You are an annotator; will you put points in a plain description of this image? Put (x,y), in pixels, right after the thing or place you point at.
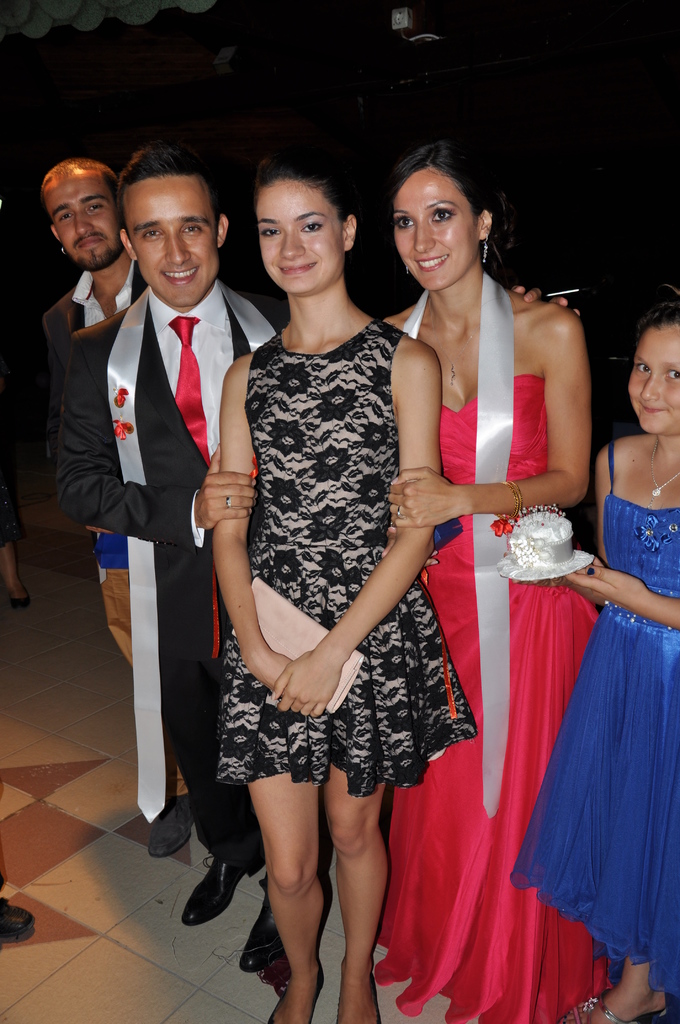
This image contains two women (442,471), a girl (630,876) and two men (128,412) are standing on the floor (132,834). Left side (2,540) there are few persons (18,597). A woman (253,636) wearing a black dress (341,508) is holding a bag (307,645) in her hand (301,665), behind there is a woman (482,430) wearing a pink dress (472,429). A girl (603,724) is wearing a blue dress (663,540) and holding a cap (549,546) in her hand (612,589). There is a person (134,517) wearing a black suit (157,436) and tie (183,394) is standing beside the woman (325,499). Behind him there is a person (84,299) wearing a suit (68,339).
